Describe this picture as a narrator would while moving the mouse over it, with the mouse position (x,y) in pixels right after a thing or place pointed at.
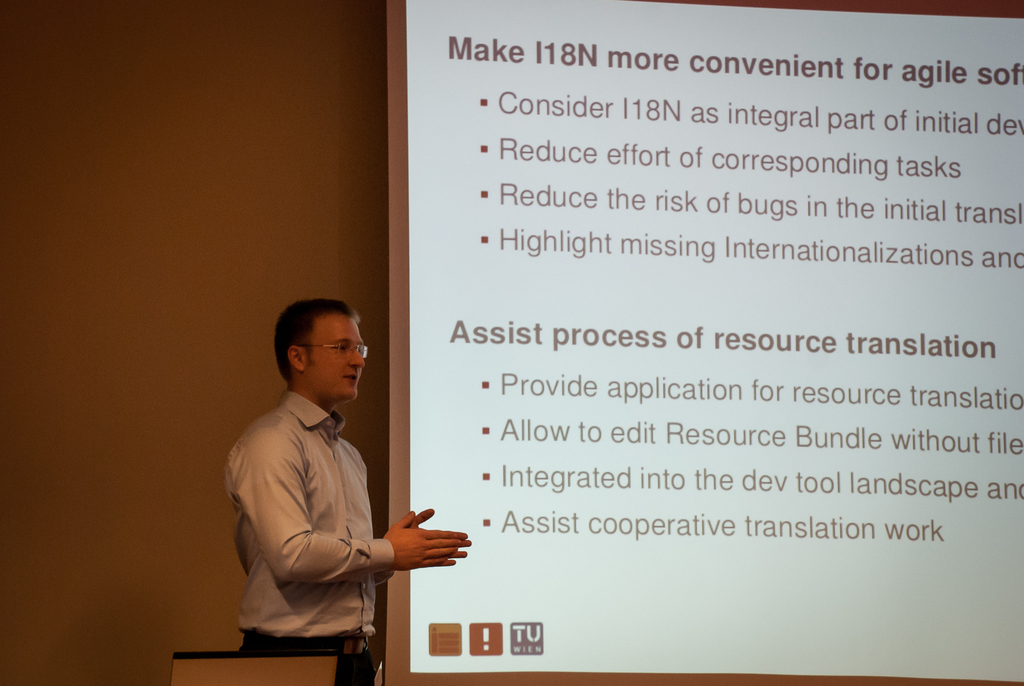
In this picture I can see there is a person (332,468) standing, he is wearing spectacles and is looking at the right side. There is a screen (645,231) at right side (759,490) and there is something displayed on it.
